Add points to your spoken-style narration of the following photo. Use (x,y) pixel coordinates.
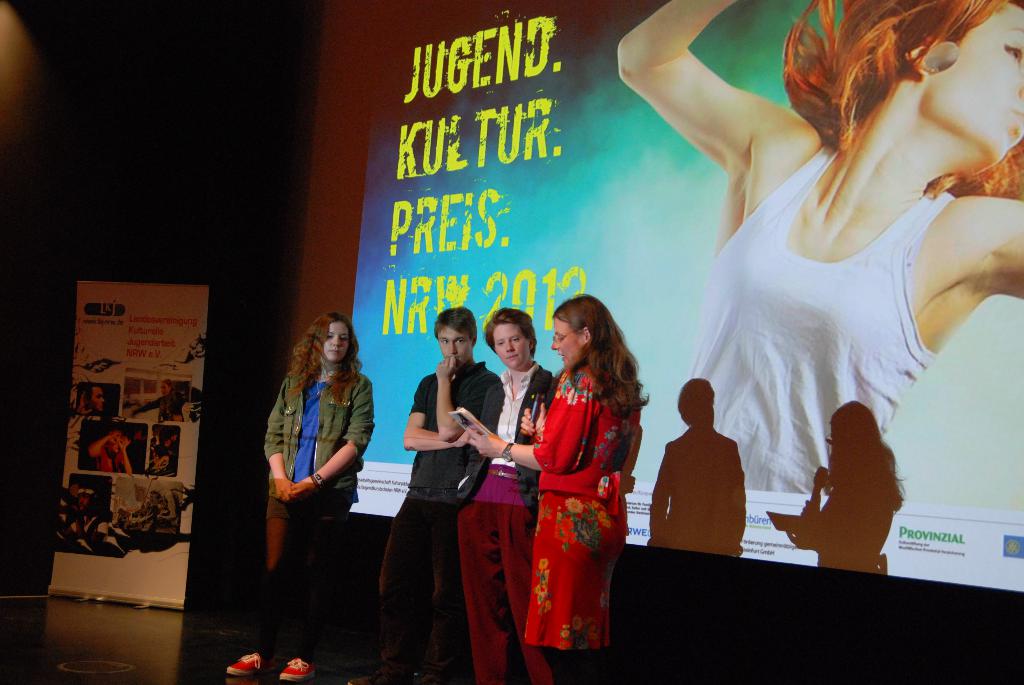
This picture seems to be clicked inside the hall (363,656). In the center (350,427) we can see the group of people (351,352) standing and we can see a person (595,379) holding some objects (534,398) and standing. In the background (640,130) we can see the projector screen (473,135) on which we can see the picture (913,254) of a woman (732,282) and we can see the text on the projector screen (776,246) and we can see the text (134,358) and pictures (143,446) on the banner (119,408).
